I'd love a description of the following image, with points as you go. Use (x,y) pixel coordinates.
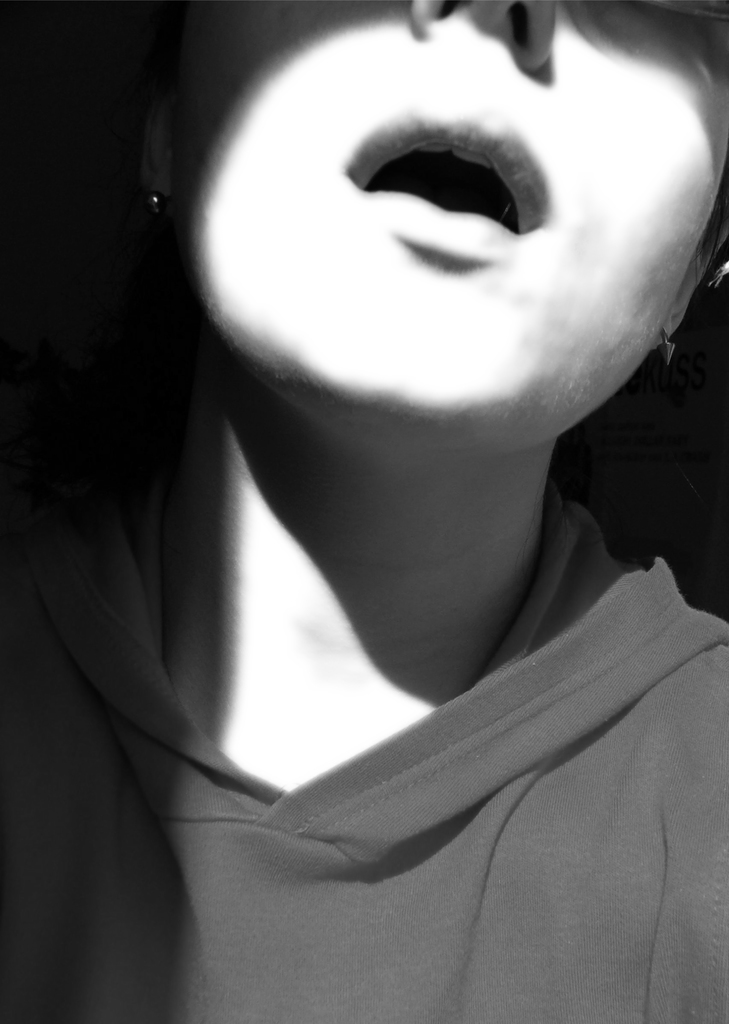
In this image I can see the black and white picture of a person (540,421) wearing dress (492,794) and I can see the black colored background (16,206).
